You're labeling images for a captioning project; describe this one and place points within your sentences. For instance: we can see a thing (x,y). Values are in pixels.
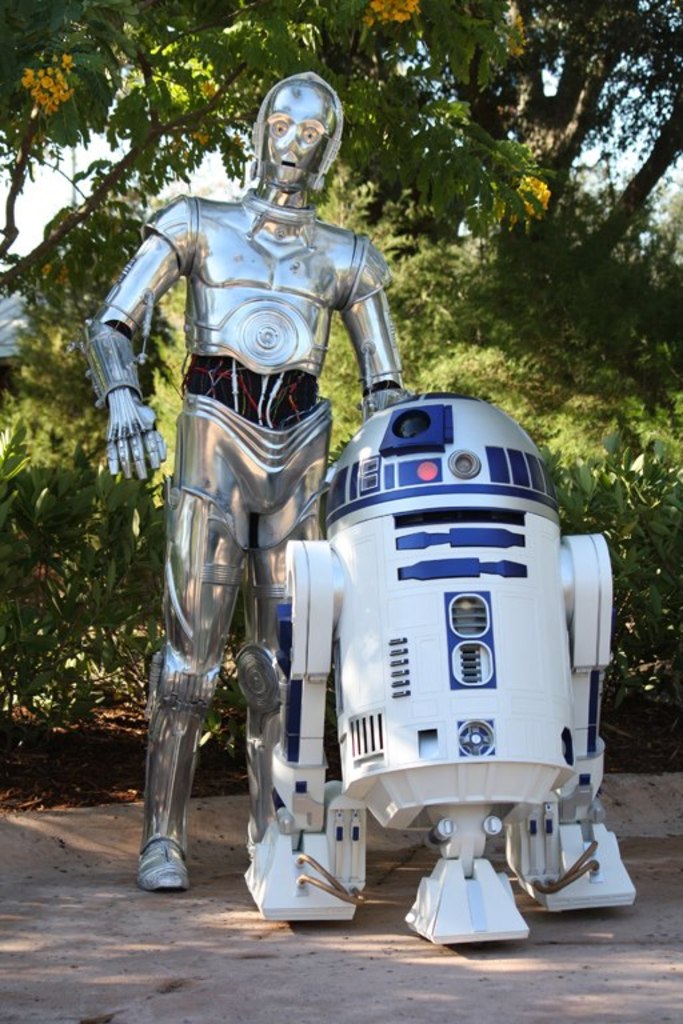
This 2 robots (240,453) are highlighted in this picture. Far there are number of trees (615,245) and plants (120,558). This robot (192,588) is in silver color, this robot (430,654) is in white and blue color.
